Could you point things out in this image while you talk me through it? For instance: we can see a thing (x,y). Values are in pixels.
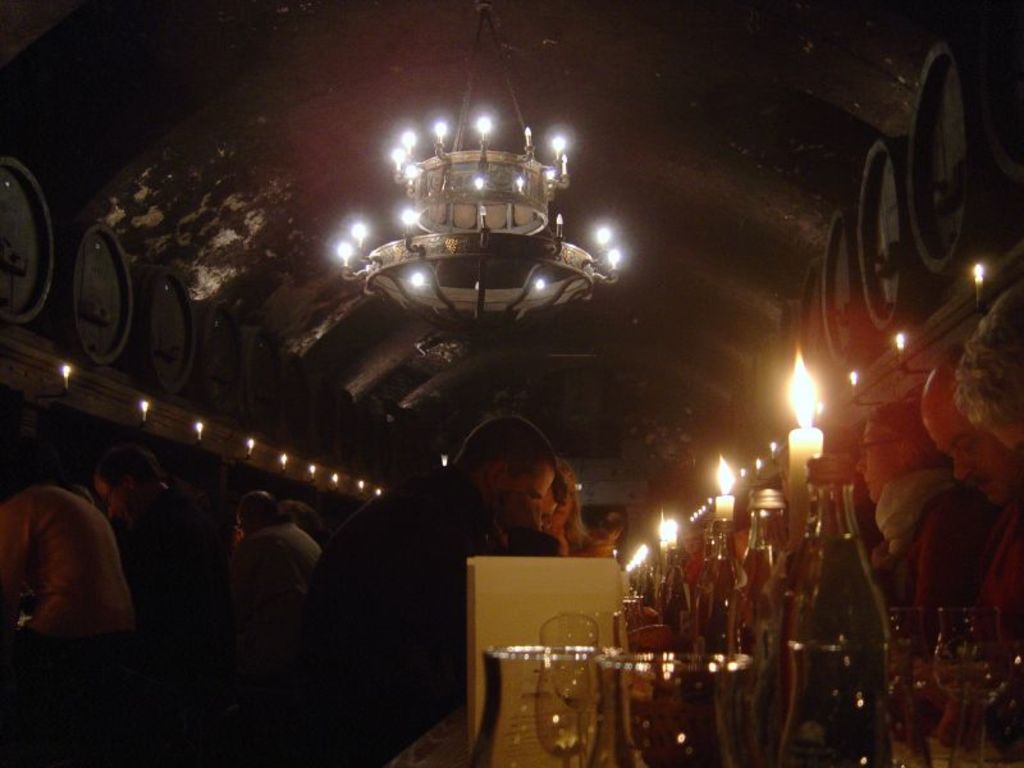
In this image we can see a table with glasses (590,623), bottles (752,541), candles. There are people (443,615) sitting on chairs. At the top of the image (360,28) there is ceiling (768,221) with lights (515,235). There are barrels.
